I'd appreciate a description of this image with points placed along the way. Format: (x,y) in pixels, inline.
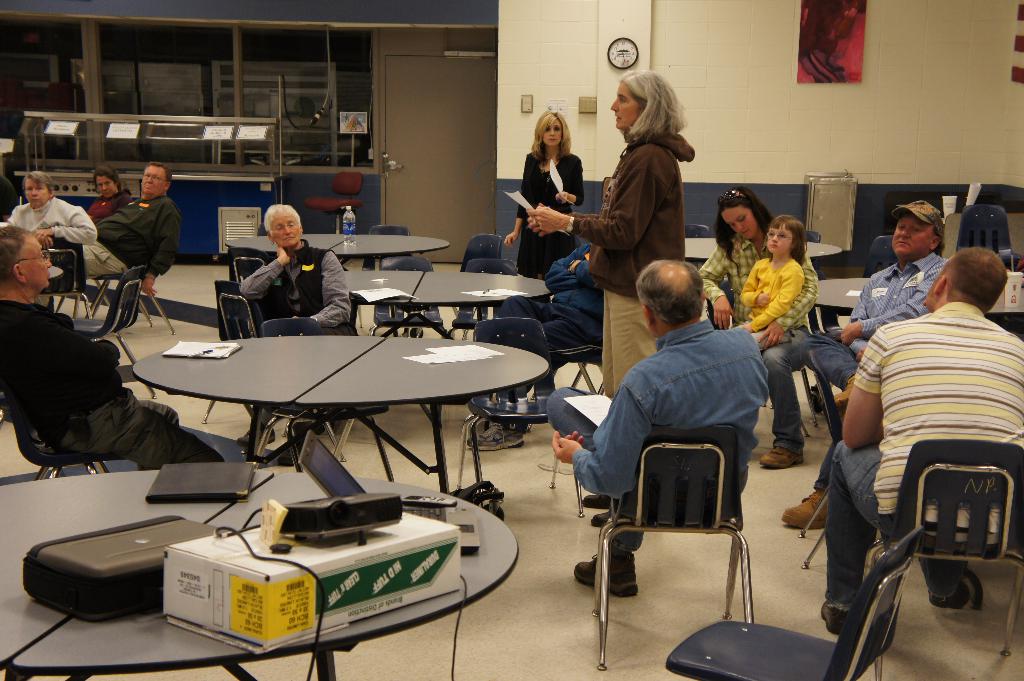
In the image there are many people (247,283) sat on chairs (687,499) around the tables (297,390) and woman (560,224) in the middle (607,262) holding a paper (521,203) giving instructions, it seems to be of a meeting hall (995,91) and on background wall (636,69) there is a clock (624,55) and over the right side (833,42) there is a photo (848,37). In middle of the room (403,119) there is entrance (453,126) and exit door (450,142).
